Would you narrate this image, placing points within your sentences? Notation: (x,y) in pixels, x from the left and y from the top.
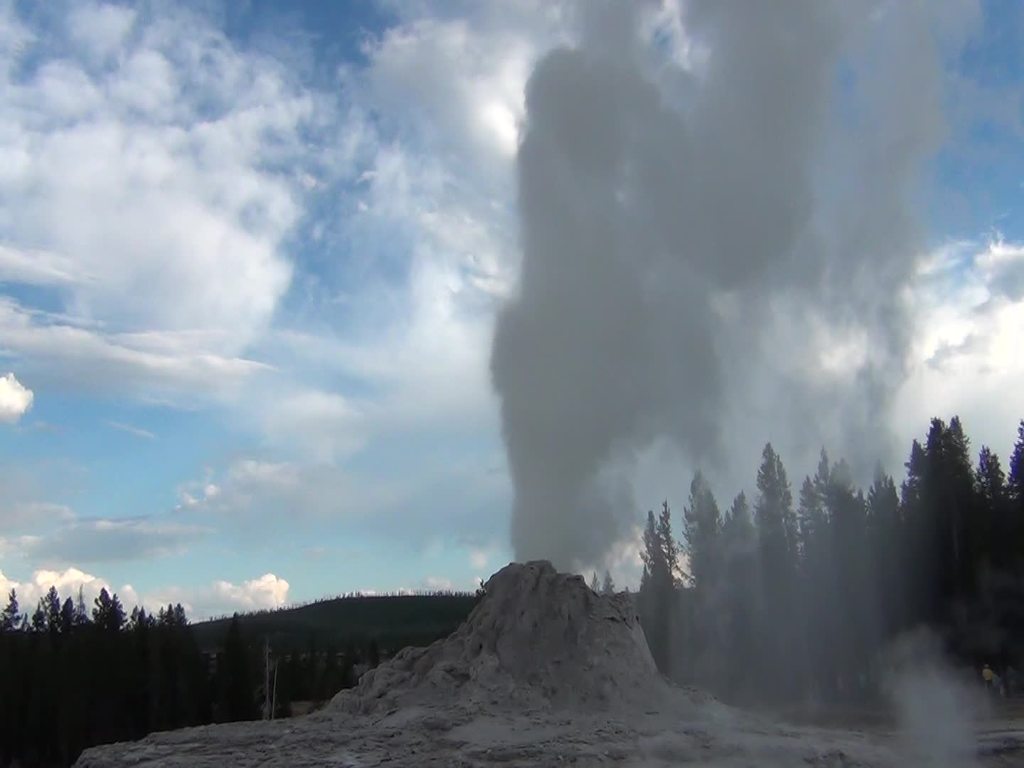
In this image I can see trees (333,636), smoke (568,567), sand (458,691) and cloudy sky (424,289).
